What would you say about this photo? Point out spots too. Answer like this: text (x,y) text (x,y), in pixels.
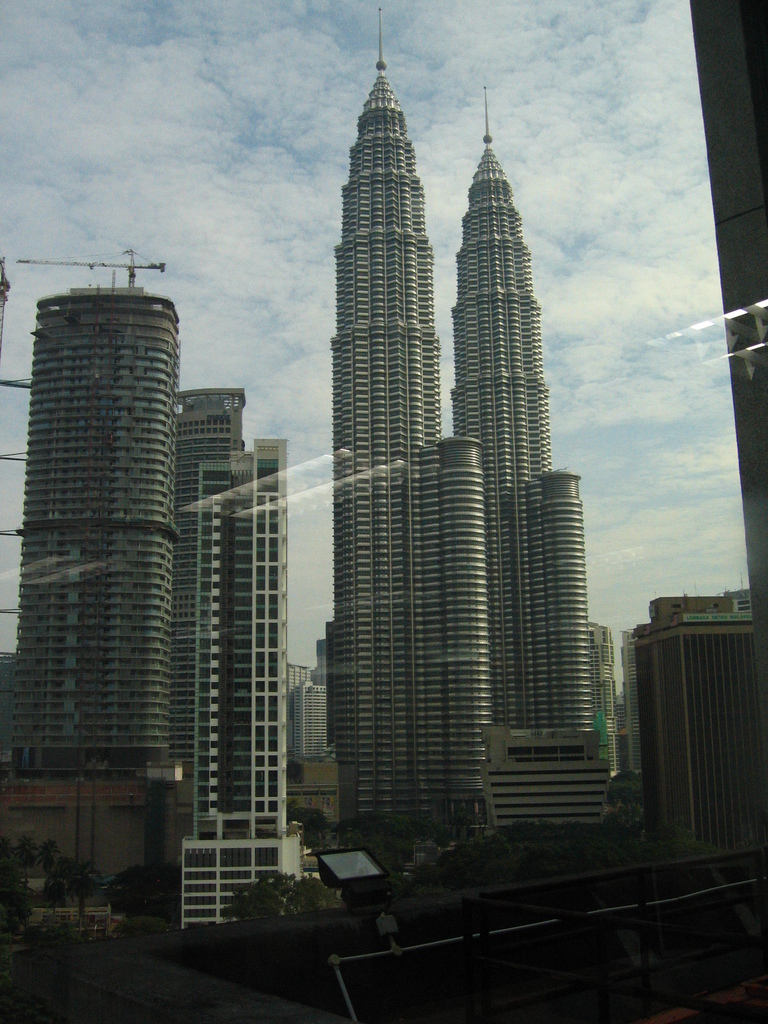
In this image, we can see some buildings (410,566). There is a light (347,865) on the wall (333,934) which is at the bottom of the image (331,993). There are clouds (632,156) in the sky (613,184).
